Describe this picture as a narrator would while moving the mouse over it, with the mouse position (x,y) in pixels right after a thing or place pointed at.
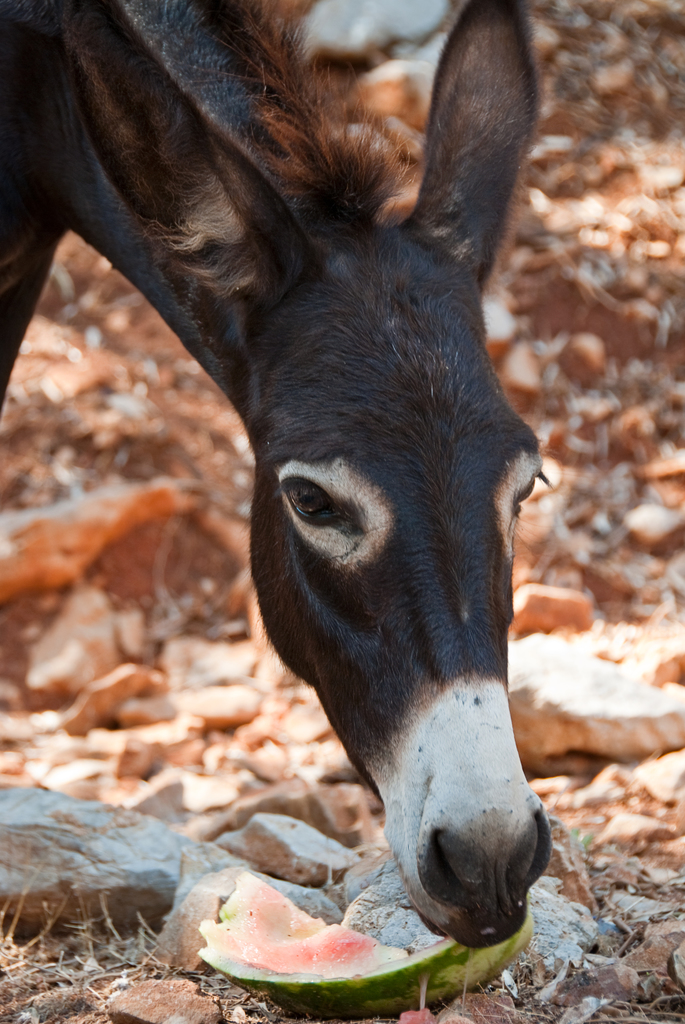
In the picture I can see donkey (16,152) eating a watermelon (326,964), side there are some stones (164,795) and dry leaves (645,631).
